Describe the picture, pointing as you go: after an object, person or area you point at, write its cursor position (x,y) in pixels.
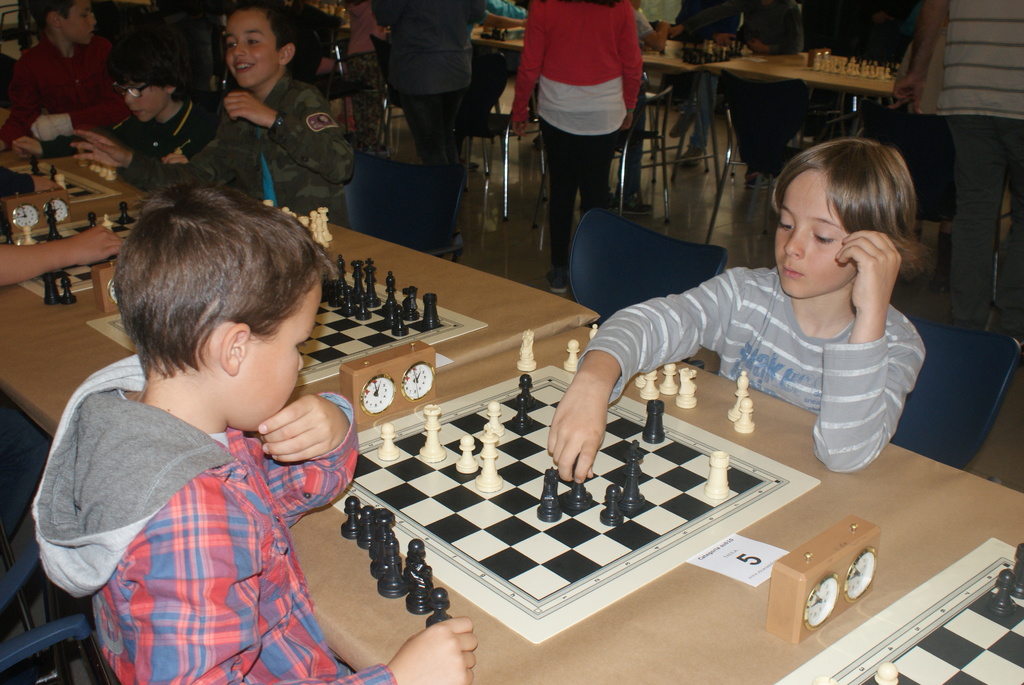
In the given image we can see that, there are children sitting around table (533,471). This is a chess board (497,533), clock (785,584) and there are many chairs (666,135).
